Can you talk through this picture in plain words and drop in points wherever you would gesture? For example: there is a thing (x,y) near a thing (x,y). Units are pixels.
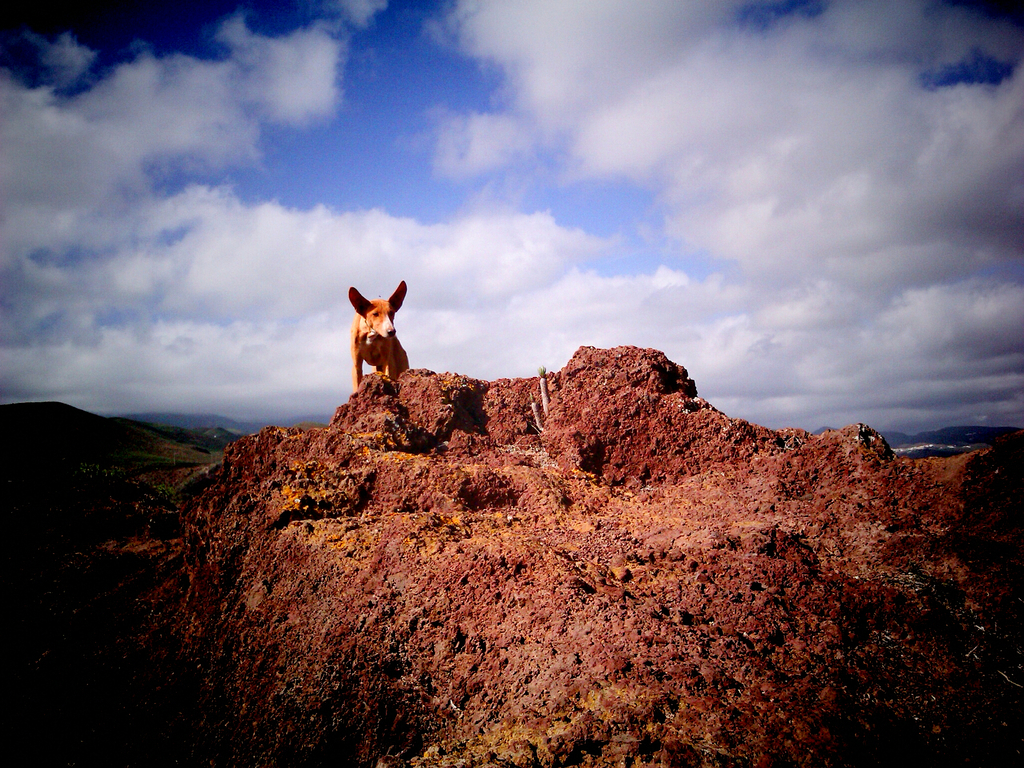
In this image there is a dog (396,355) standing on a rock (470,502), in the background of the image (144,450) there are mountains (303,424), at the top of the image (540,170) there are clouds (705,282) in the sky (332,194).
